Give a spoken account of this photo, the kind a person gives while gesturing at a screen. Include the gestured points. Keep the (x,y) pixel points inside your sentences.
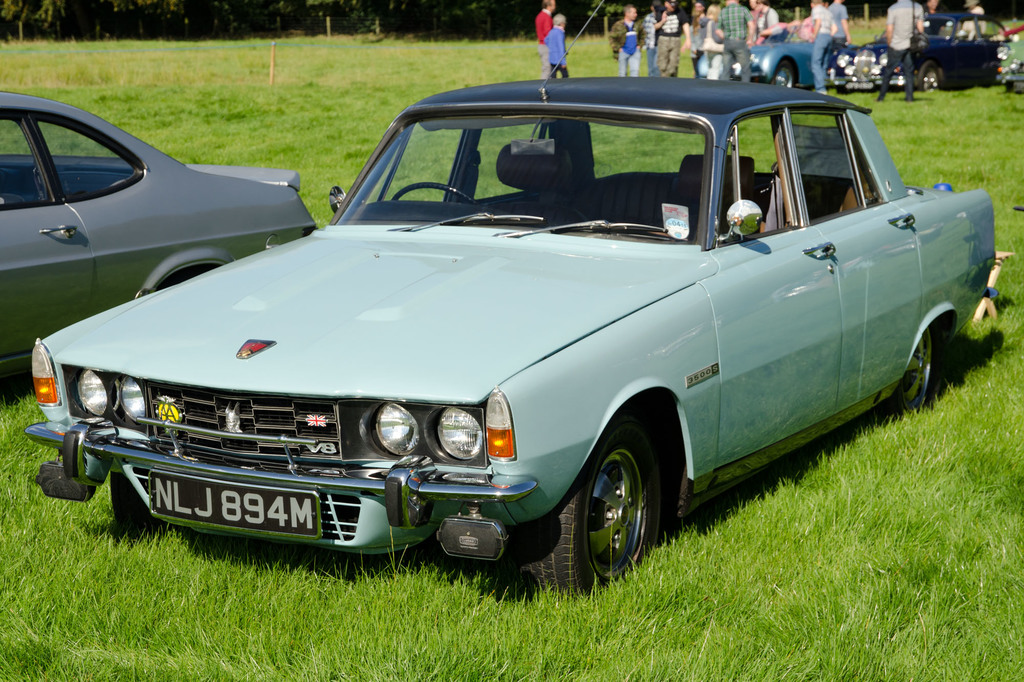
At the bottom of the image (380,487) on the ground (244,622) there are cars (638,161). Behind the cars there are few people (902,11) standing. Behind them there are cars (844,55). In the background (954,8) there are trees (317,19).
